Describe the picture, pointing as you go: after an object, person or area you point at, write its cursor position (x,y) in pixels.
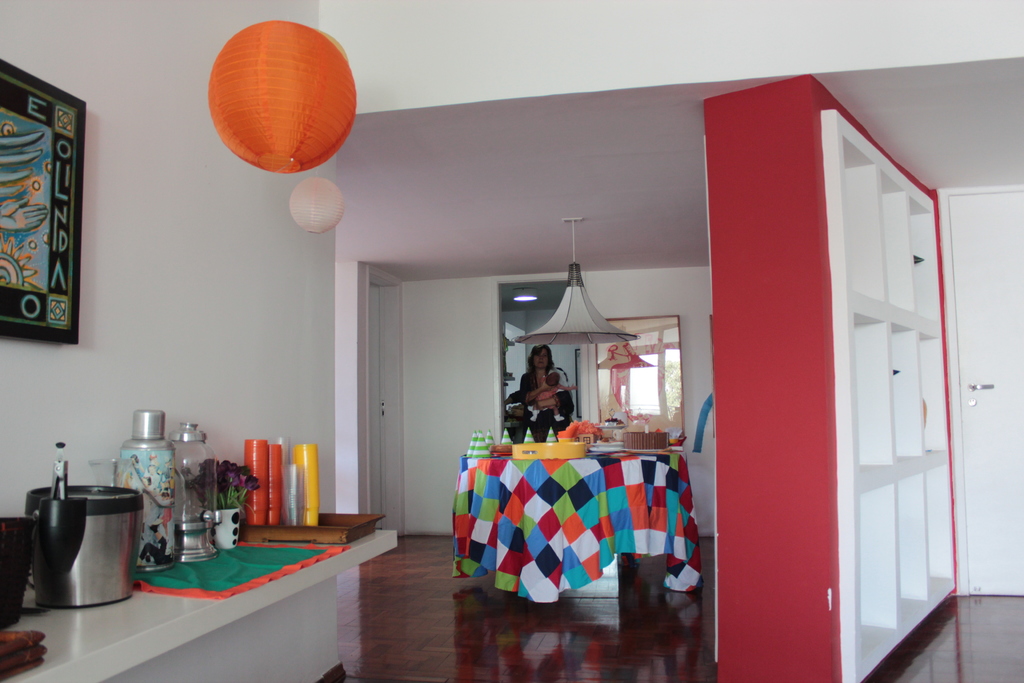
On the left side of the image (150,634) there is a table (193,600) with bottle (145,475), cup (225,541) with flowers (232,497) and many other items (81,549) on it. Behind the table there is a wall (14,443) with frame (4,92). At the top (257,111) there are orange and white color balls (328,111) hanging. In the background (560,523) there is a table (547,492) with cloth (520,481) and many items (666,434) on it. Above the table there is a lamp (553,331). Behind the table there is a lady (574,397) standing and holding the baby (554,373) in the hand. Behind the lady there is a wall (700,372) with frame (645,365) and a door (380,403). On the right side of the image (973,249) there is a door (976,335) and also there is a cupboard (881,330).
